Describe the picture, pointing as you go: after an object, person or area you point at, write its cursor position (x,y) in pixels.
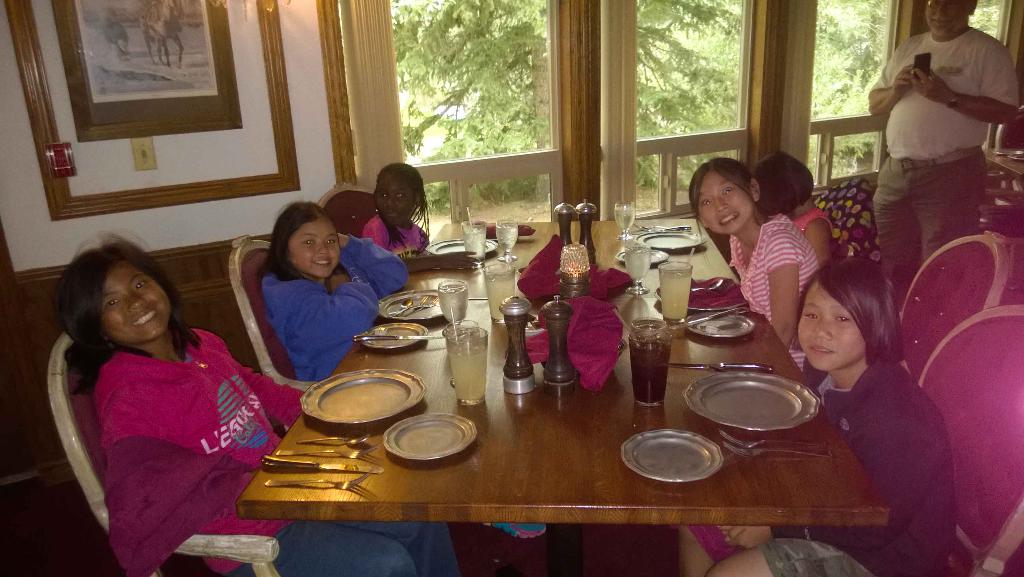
In this picture we can see a group of six girl (180,306) sitting on the dining table (331,475), on the left side (161,370) a girl (163,396) wearing pink t-shirt (241,436) is smiling in the camera, beside her another girl (302,326) wearing blue color t-shirt (343,341), opposite to another girl (748,275) wearing pink color t-shirt (764,265) and smiling. On the table (568,452) we can see number of plates (437,456) on the right side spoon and knife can be seen, Juice Glass (479,376), pepper and salt bottle (513,365) and Pink color cloth (595,339) beside it. In the back ground (473,47) we can see tree (460,58) from the window (482,46) and left side (162,28) on the wall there is a photo frame (174,43) and on the Right side (927,104) a man (902,122) standing with the phone (921,65) holding in hand (920,69) and wearing white t-shirt (932,116).
